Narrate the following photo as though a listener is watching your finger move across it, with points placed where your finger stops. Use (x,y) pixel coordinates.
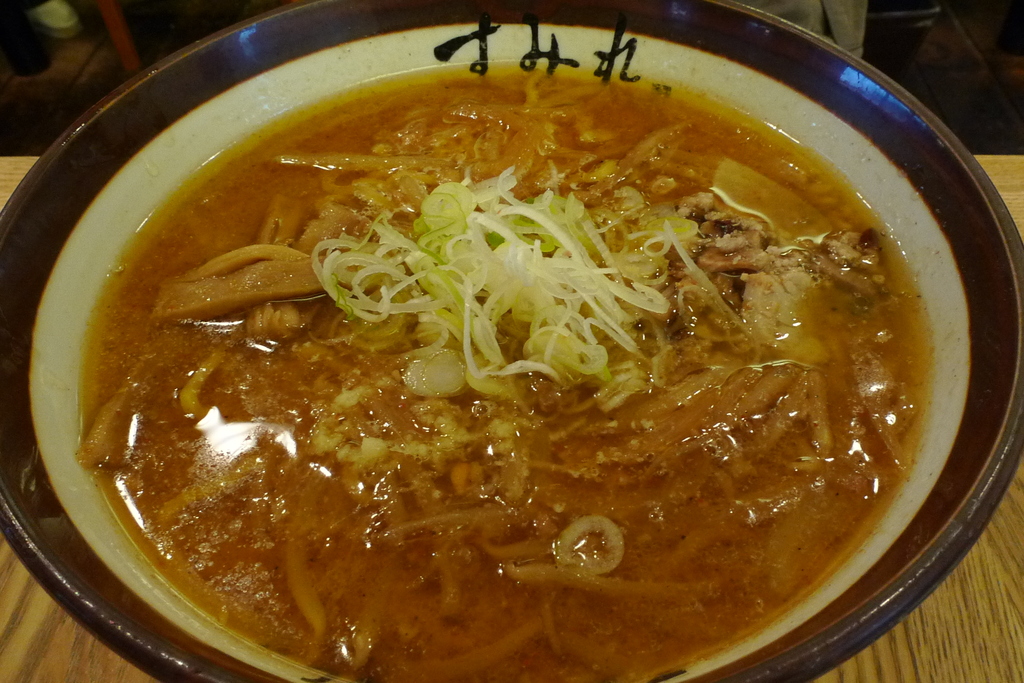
In this picture we can see a bowl (940,458) with food (301,271) in it and this bowl (774,682) is placed on a table (1020,475) and in the background (52,21) we can see some objects (66,18).
